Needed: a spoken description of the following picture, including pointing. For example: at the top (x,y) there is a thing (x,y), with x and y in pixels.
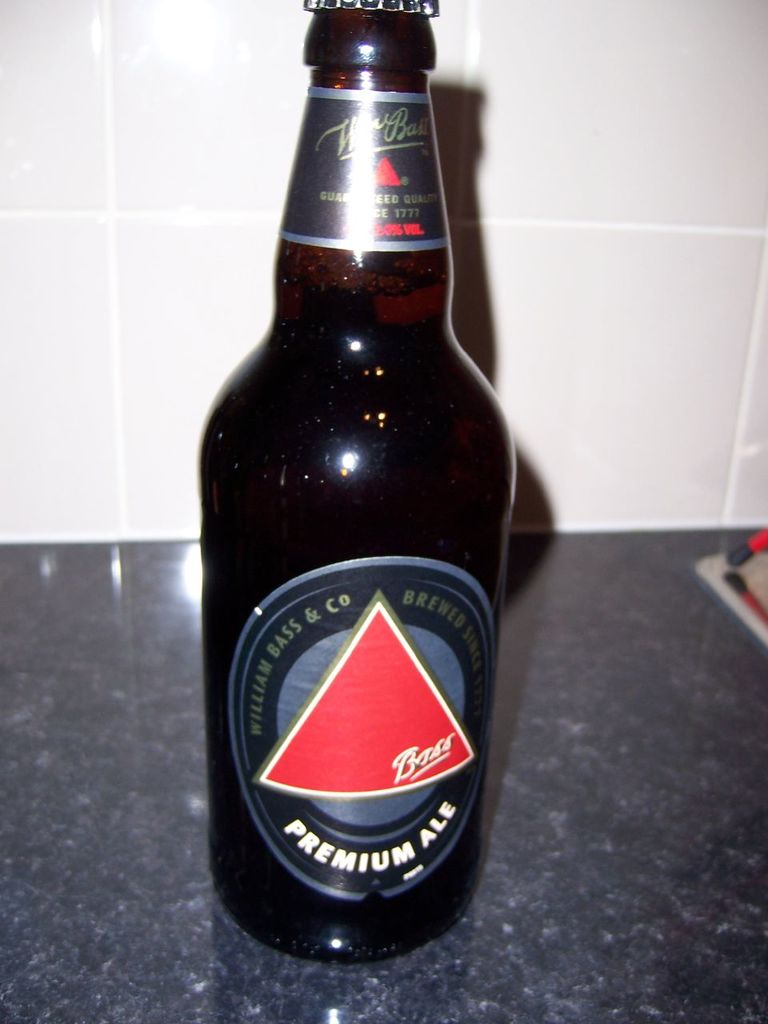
This picture contains a glass bottle (374,607). It is in brown color. It might be an alcohol bottle (324,667). We see a sticker (296,698) in grey and red color is pasted on the bottle (360,643). We see some text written on it. At the bottom (187,785), we see a black countertop (578,857). In the background (199,287), we see a white wall (554,229).
